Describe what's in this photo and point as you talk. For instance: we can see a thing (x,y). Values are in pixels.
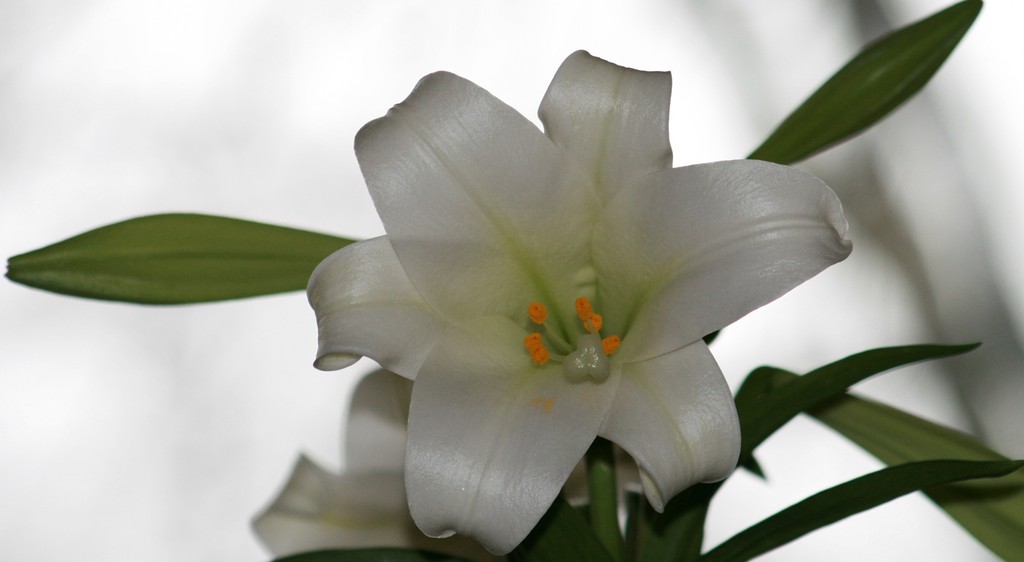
There is a white lily (577,443) and leaves (883,456). The background (186,31) is blurred.
